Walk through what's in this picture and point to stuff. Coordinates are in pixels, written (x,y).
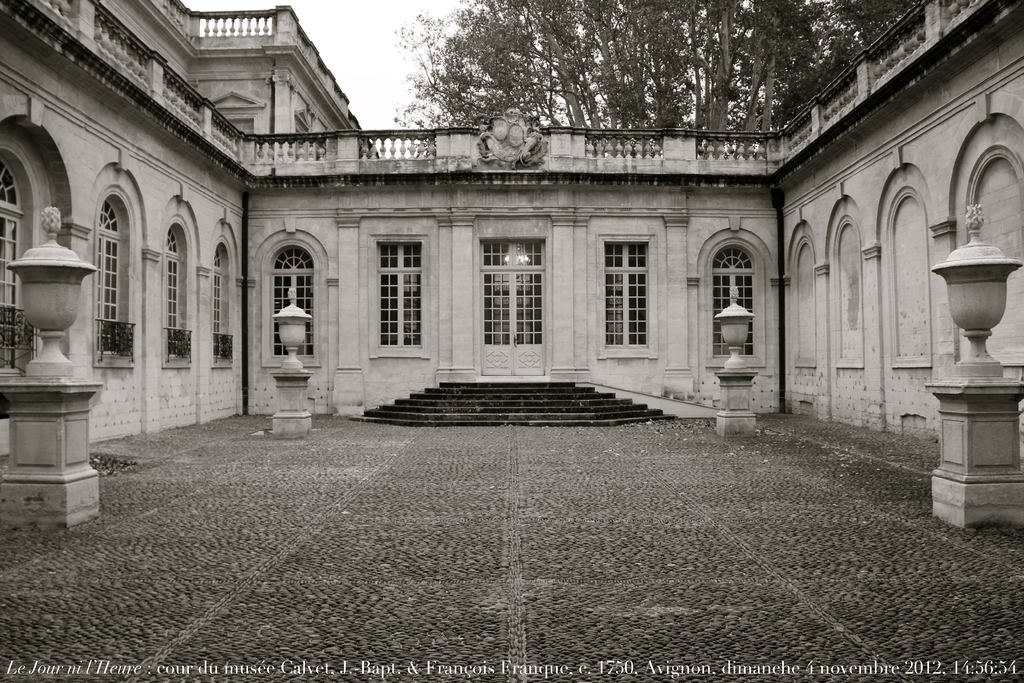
In the center of the image (409,334) there is house (548,369) with windows (408,322) and doors (508,357). There are staircase (498,384). At the bottom of the image (133,544) there is floor (298,649). There is some text (985,668). At the top of the image (391,31) there is sky (400,54) and trees (564,63).
